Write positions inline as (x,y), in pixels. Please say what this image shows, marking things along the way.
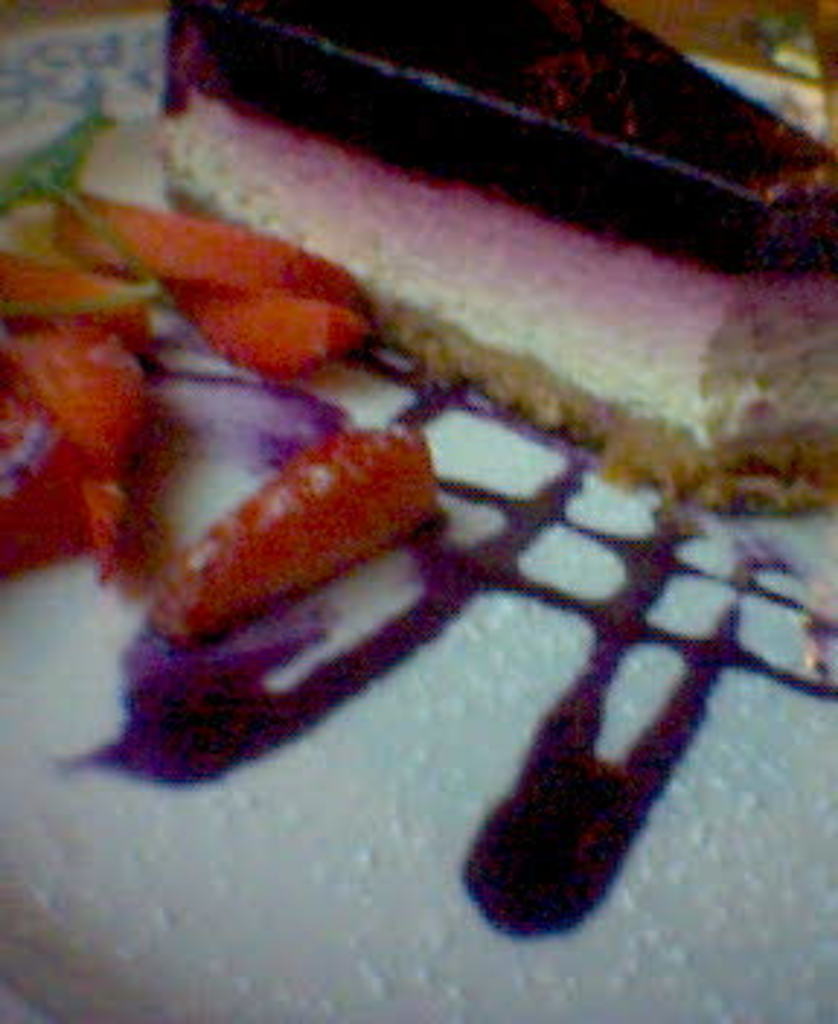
In this image we can see cake piece (387,198), food items (139,375) and cream (648,614) on a plate (298,826).
